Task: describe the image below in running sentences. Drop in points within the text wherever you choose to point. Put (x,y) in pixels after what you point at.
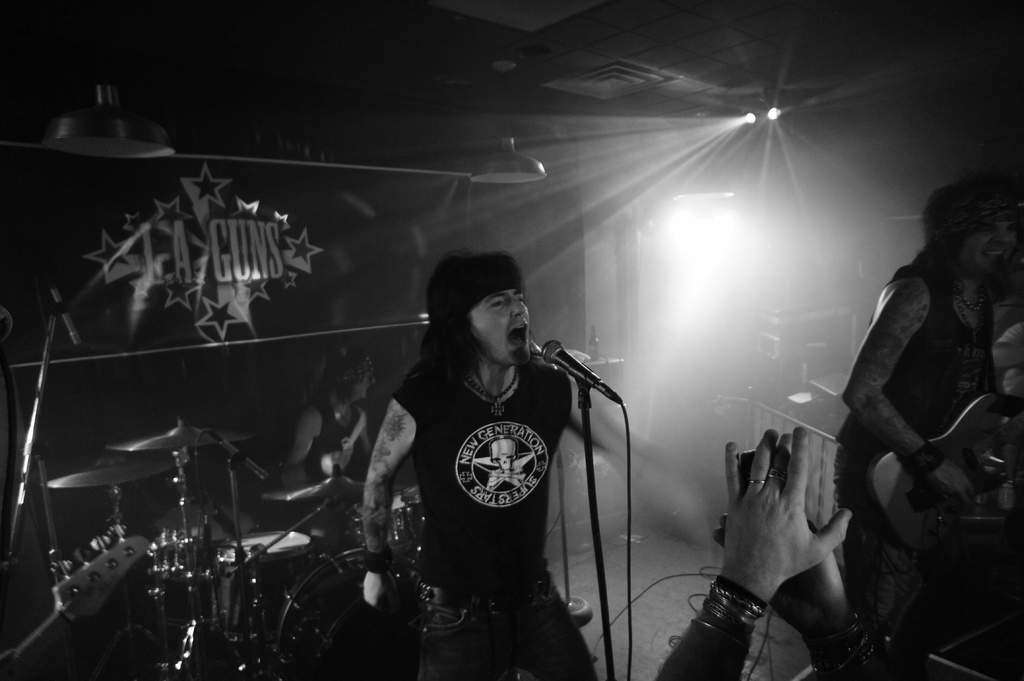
There is a person (569,389) standing in the center (571,403) and he is singing on a microphone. There is another person (1007,206) on the right side (883,616) and he is playing a guitar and he is smiling. Here we can see a person hands (707,662) whose clicking an image. In the background (344,457) we can see a person (341,458) playing a snare drum (250,565).
